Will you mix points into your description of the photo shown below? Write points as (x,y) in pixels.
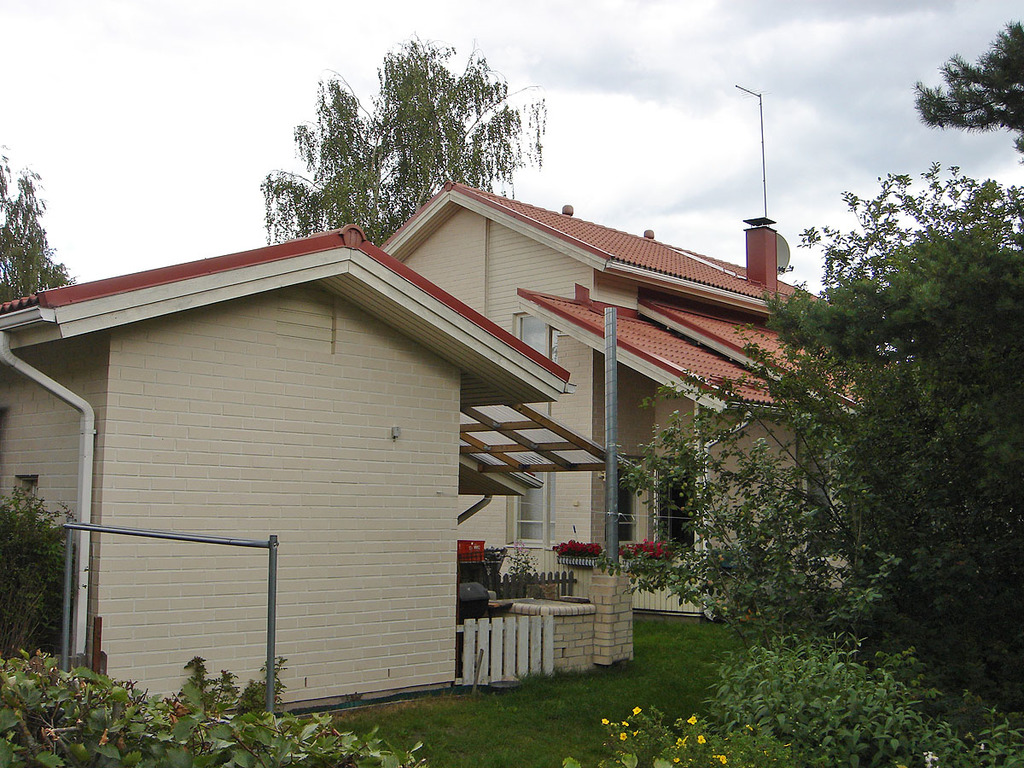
In this image we can see houses (497,386), fence (669,610), stainless steel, plants (919,760), trees (431,186), poles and sky (255,116).
